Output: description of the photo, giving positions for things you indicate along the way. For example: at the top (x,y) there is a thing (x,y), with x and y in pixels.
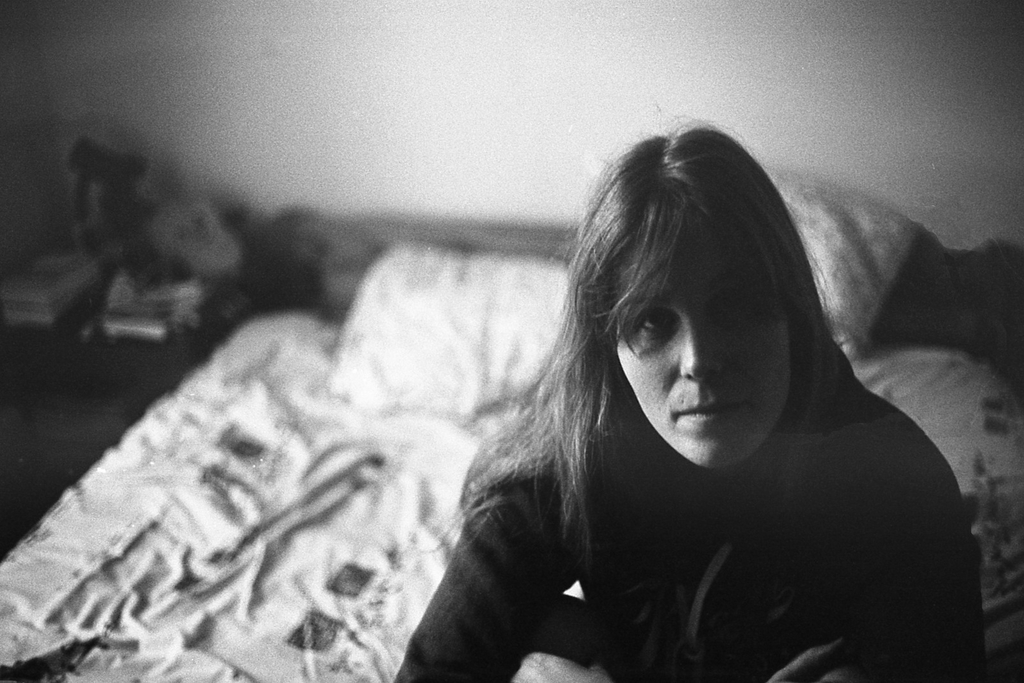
In this picture a lady (620,514) is sitting on a bed (408,548) and this picture is clicked inside a house (338,88). To the left side of the image (137,321) we observe many objects (150,323) placed on the table (112,360) beside the bed (350,527).
